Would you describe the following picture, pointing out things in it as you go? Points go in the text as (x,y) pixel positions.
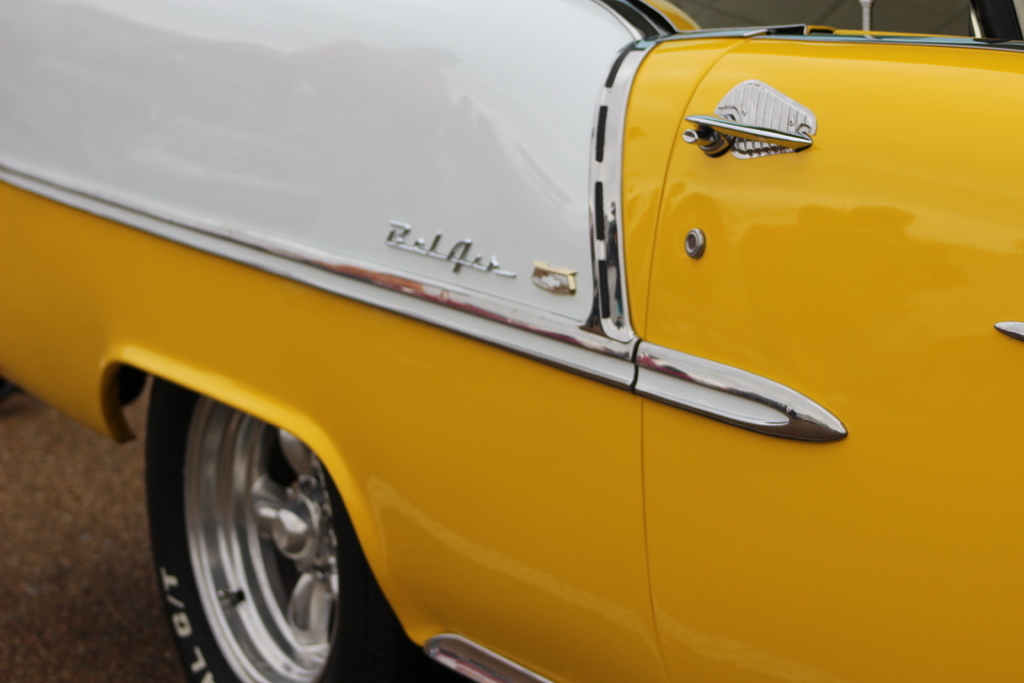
In this image I can see a vehicle (347,376) on the road (73,572).
